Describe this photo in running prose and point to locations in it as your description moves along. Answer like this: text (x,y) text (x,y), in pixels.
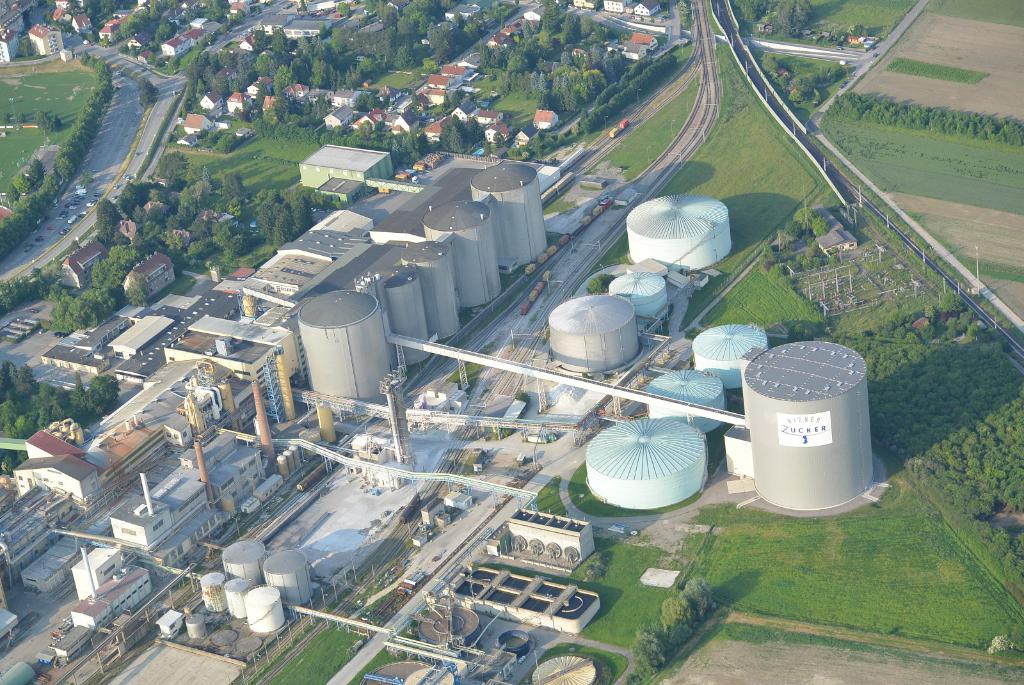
Here we can see the number of buildings (681,229), grass (781,197), houses (398,124), trees (398,157) and vehicles (70,218) are on the road (76,214).
